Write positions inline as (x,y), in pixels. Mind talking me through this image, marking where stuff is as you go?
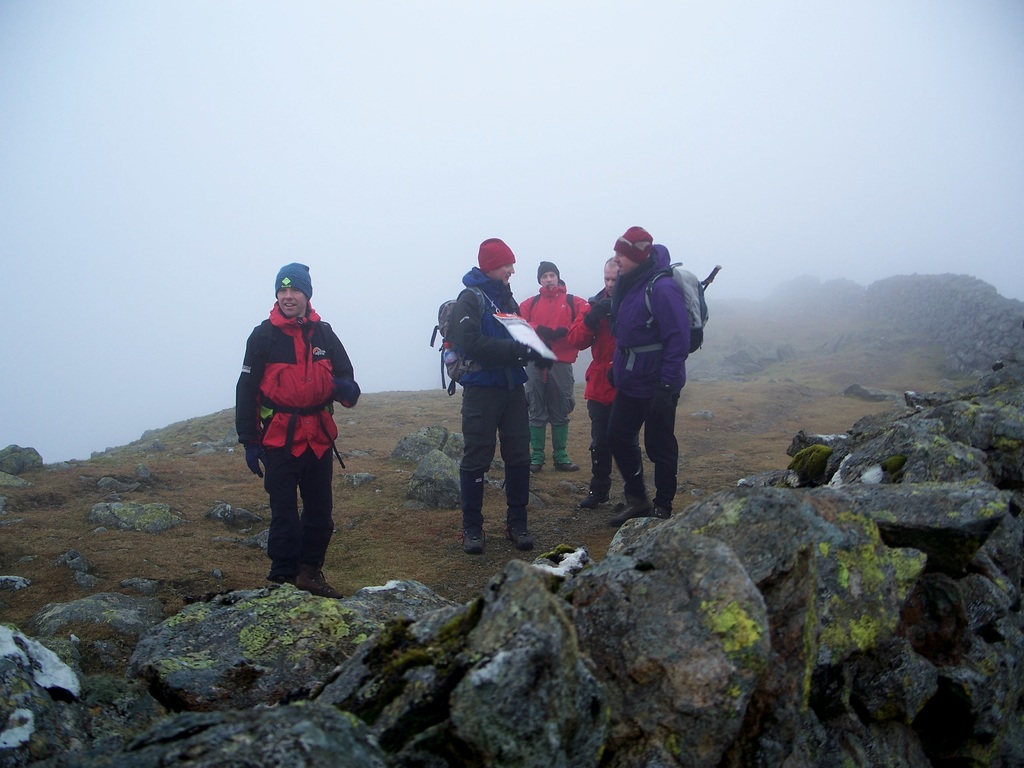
In this image we can see a few people (543,323) standing and wearing backpacks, among them one person (519,377) is holding an object (518,331), there are some rocks (753,526) and also we can see the sky (853,87).
